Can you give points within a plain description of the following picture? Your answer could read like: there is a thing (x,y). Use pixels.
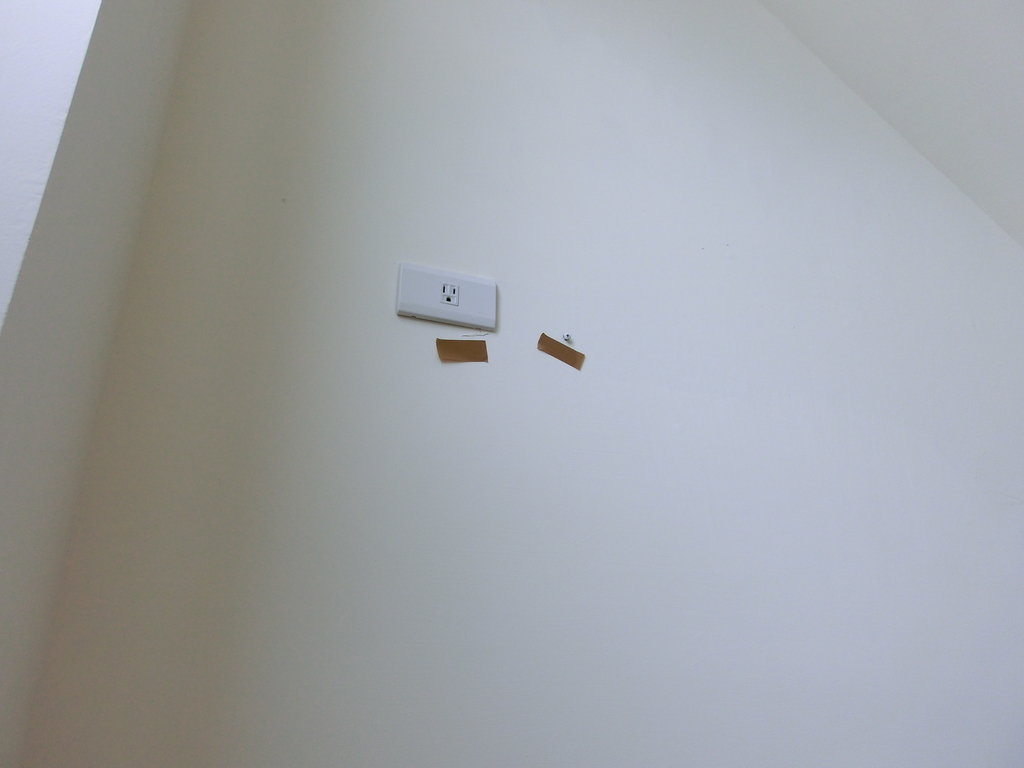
In this picture I can see socket (428,299) on the wall (554,281).
